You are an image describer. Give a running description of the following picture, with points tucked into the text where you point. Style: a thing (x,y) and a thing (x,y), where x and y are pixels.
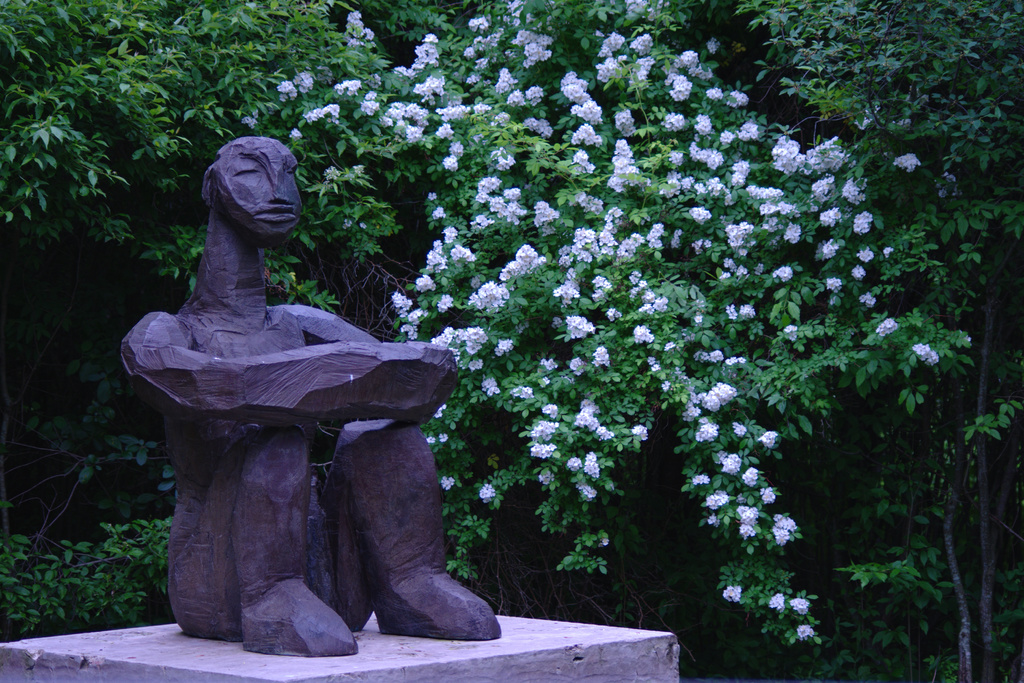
In this picture we can see a statue (303,393), behind the statue (287,446) we can find few flowers (581,327) and trees (120,197).
